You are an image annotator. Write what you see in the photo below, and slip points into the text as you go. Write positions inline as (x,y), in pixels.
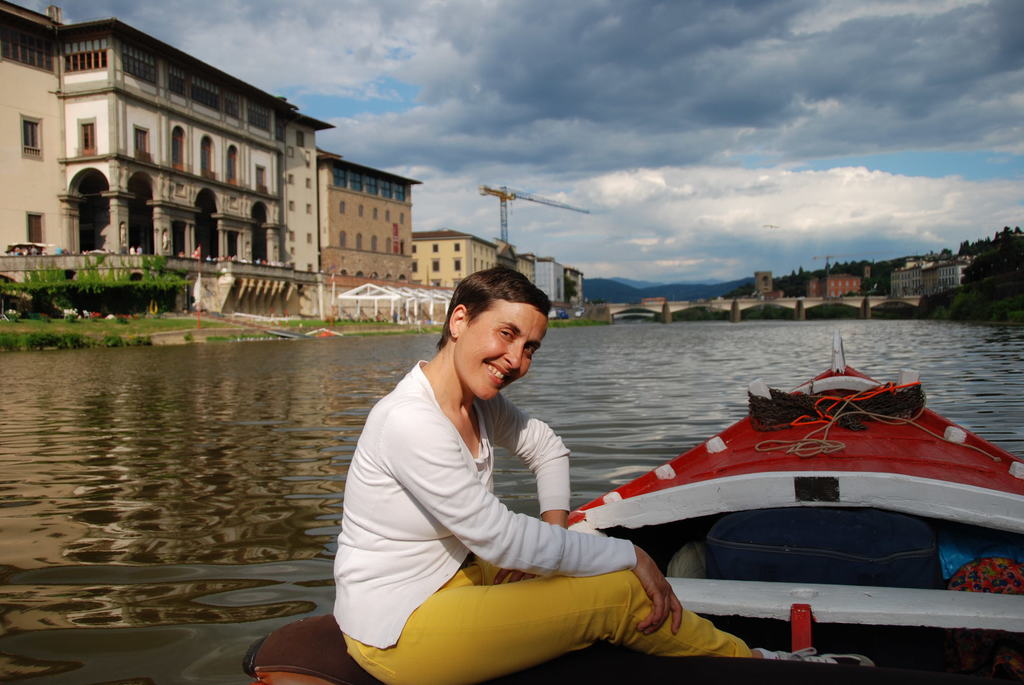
In this image there is a person (596,547) sitting in the boat (722,592). The boat (673,502) is in the water (198,467). In the background (673,303) there is a bridge (733,307). On the left side (214,230) there are buildings (223,238) one beside the other. At the top (564,113) there is the sky (609,104). In the middle (665,394) there is a lake (683,385).
